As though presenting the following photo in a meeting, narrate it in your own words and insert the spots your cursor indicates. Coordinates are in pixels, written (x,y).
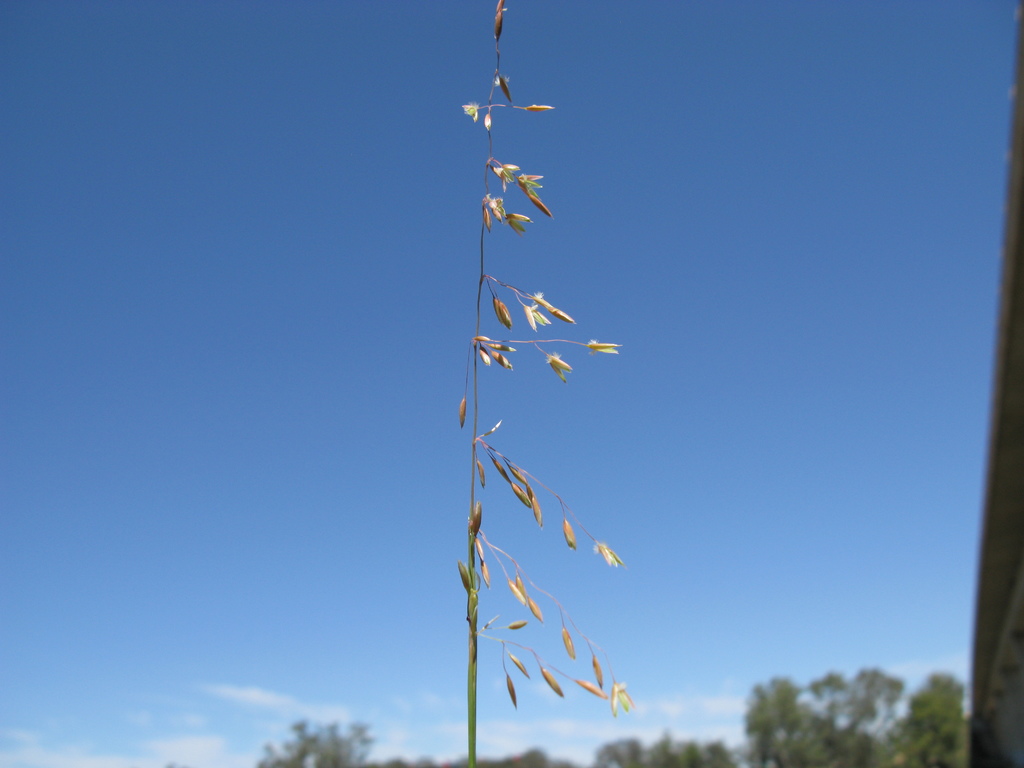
In this picture we can see plants (487,119), trees (959,705) and in the background (838,373) we can see the sky (328,462) with clouds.
